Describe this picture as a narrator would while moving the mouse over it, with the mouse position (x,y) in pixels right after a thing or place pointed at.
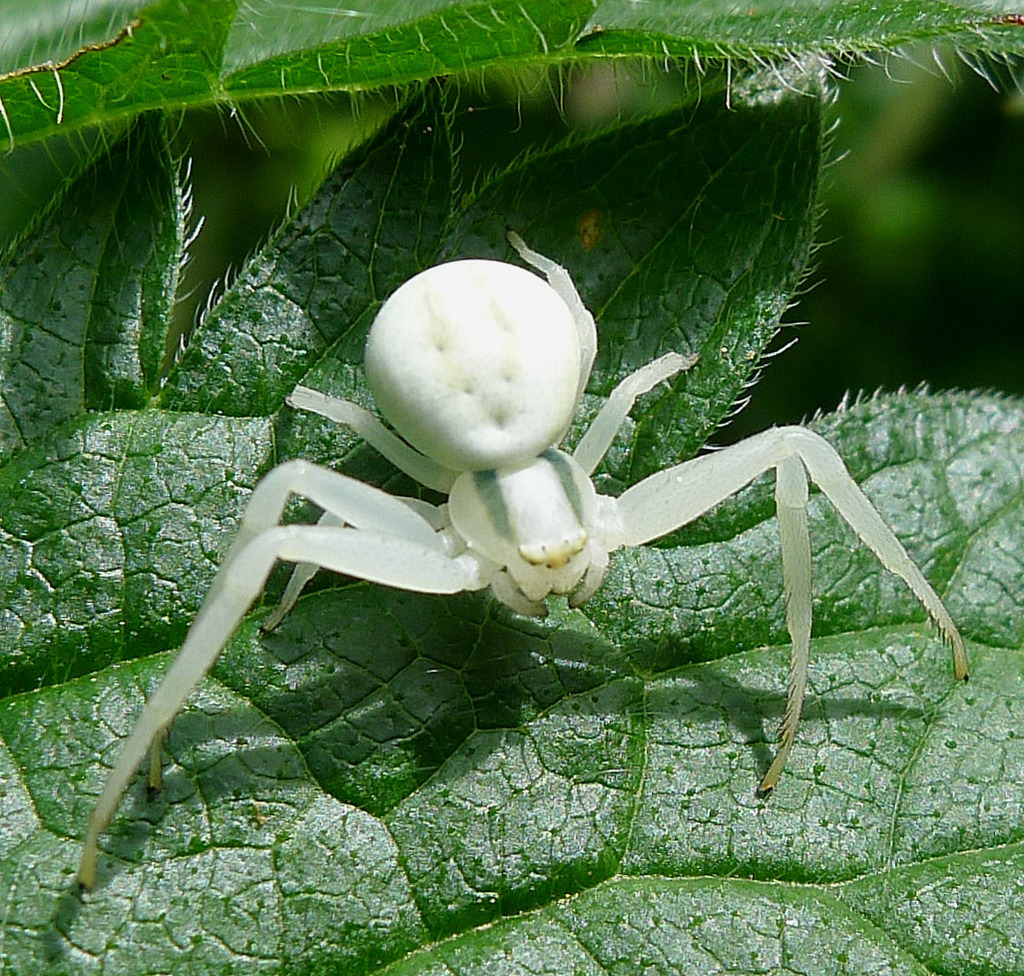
In this image I can see a spider (383,397) on a leaf (425,934). In the background (804,97) few leaves (538,23) are visible.
